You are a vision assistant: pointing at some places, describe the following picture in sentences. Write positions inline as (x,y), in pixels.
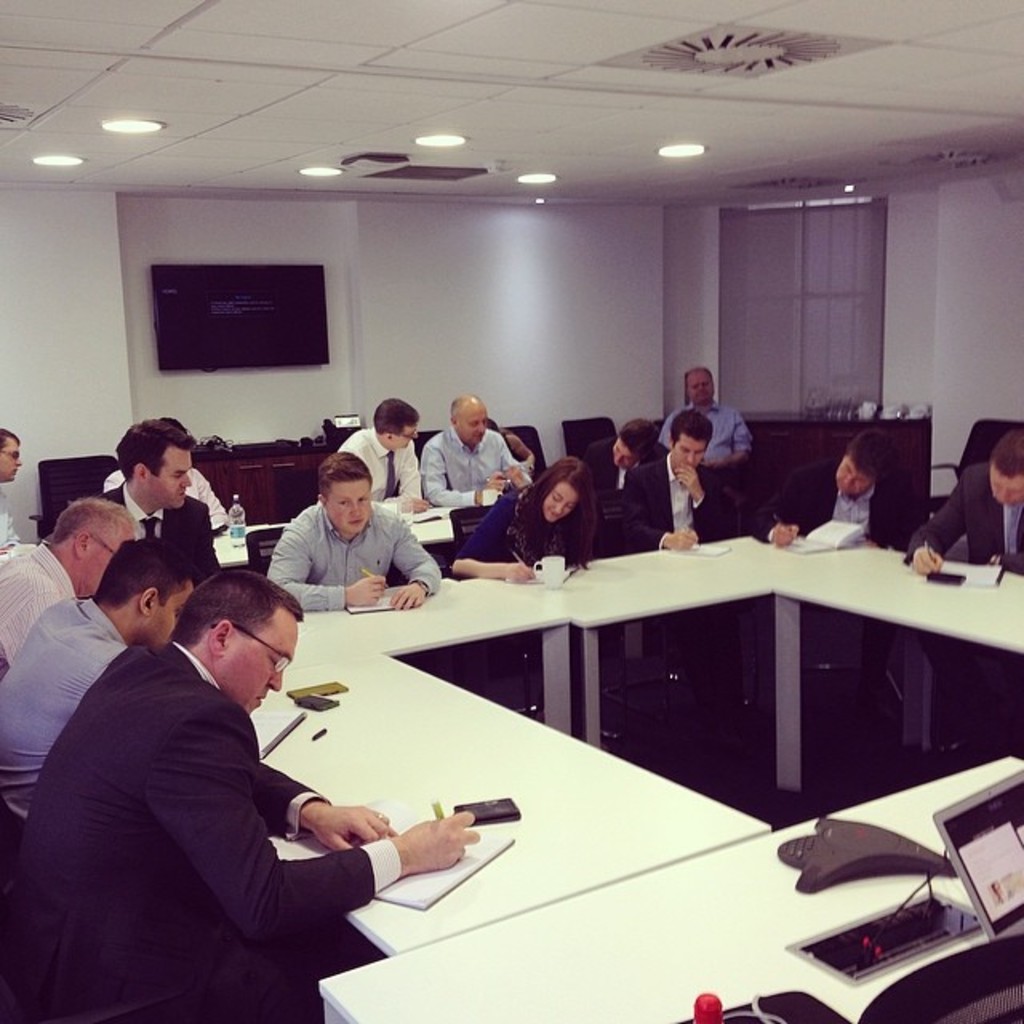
In this picture it seems like a room (242,989) in which there are many people (605,482) who are writing in the book (414,888) which is kept on the table (584,850). On the table (582,799) there are cup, pencil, book (433,896), phone (467,805) and laptop (995,879). At the background (574,315) there is a wall (484,291) and led tv (275,325) which is attached to the wall (252,225). At the top (206,35) there is ceiling (223,34) and lights (429,138) in between them.
